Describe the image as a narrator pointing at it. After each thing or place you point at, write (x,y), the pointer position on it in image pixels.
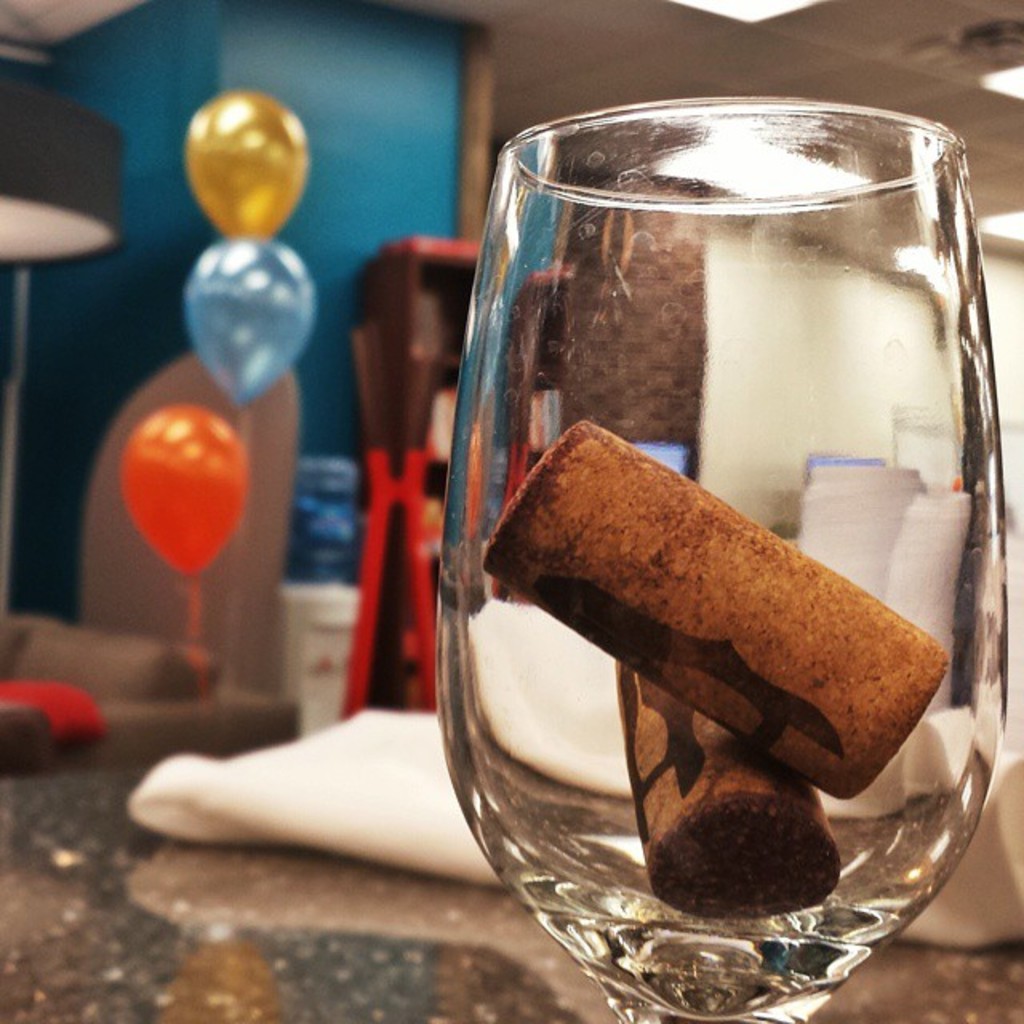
In the foreground of the image (586,399) there is glass (676,244) in which there is some object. In the background of the image (70,575) there is wall (320,191). There are balloons (217,155). There is a sofa (144,674) and there are other objects (265,809).
